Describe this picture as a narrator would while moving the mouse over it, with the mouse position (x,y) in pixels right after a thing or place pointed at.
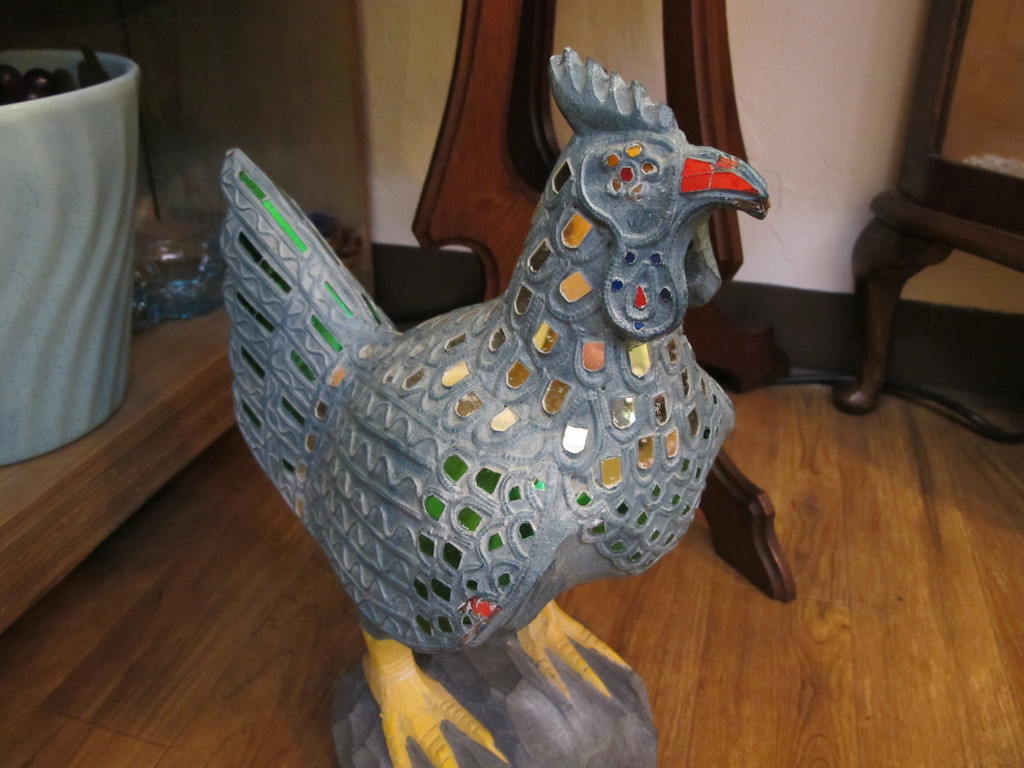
In this image we can see the sculpture (499,483) of a bird (431,513) on a stone (490,686) on the floor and on the left side (134,106) we can see items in a bucket (38,396) on a rack (186,376) and we can see a stand (459,153) and chair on the floor (821,699) and we can see the wall (833,246).
